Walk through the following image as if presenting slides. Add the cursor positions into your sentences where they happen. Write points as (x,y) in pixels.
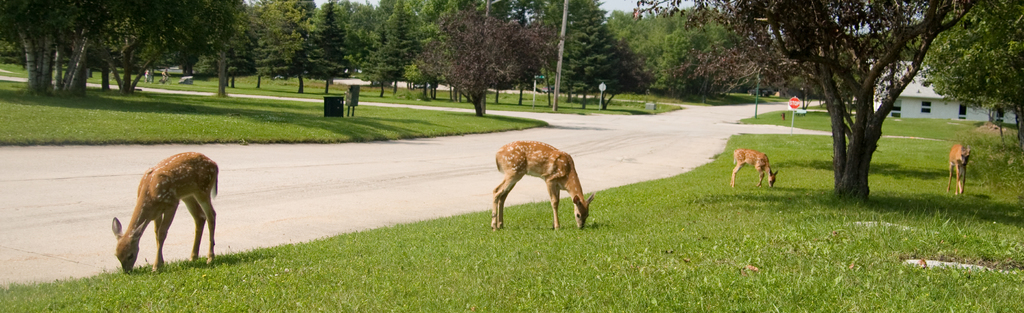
In this image I can see few animals (135,255) and they are in brown color. The animals (511,163) are eating grass (673,272), background (201,24) I can see grass (823,244) and trees (860,110) in green color, few poles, a building (920,92) in white color and the sky (622,6) is in white color.
